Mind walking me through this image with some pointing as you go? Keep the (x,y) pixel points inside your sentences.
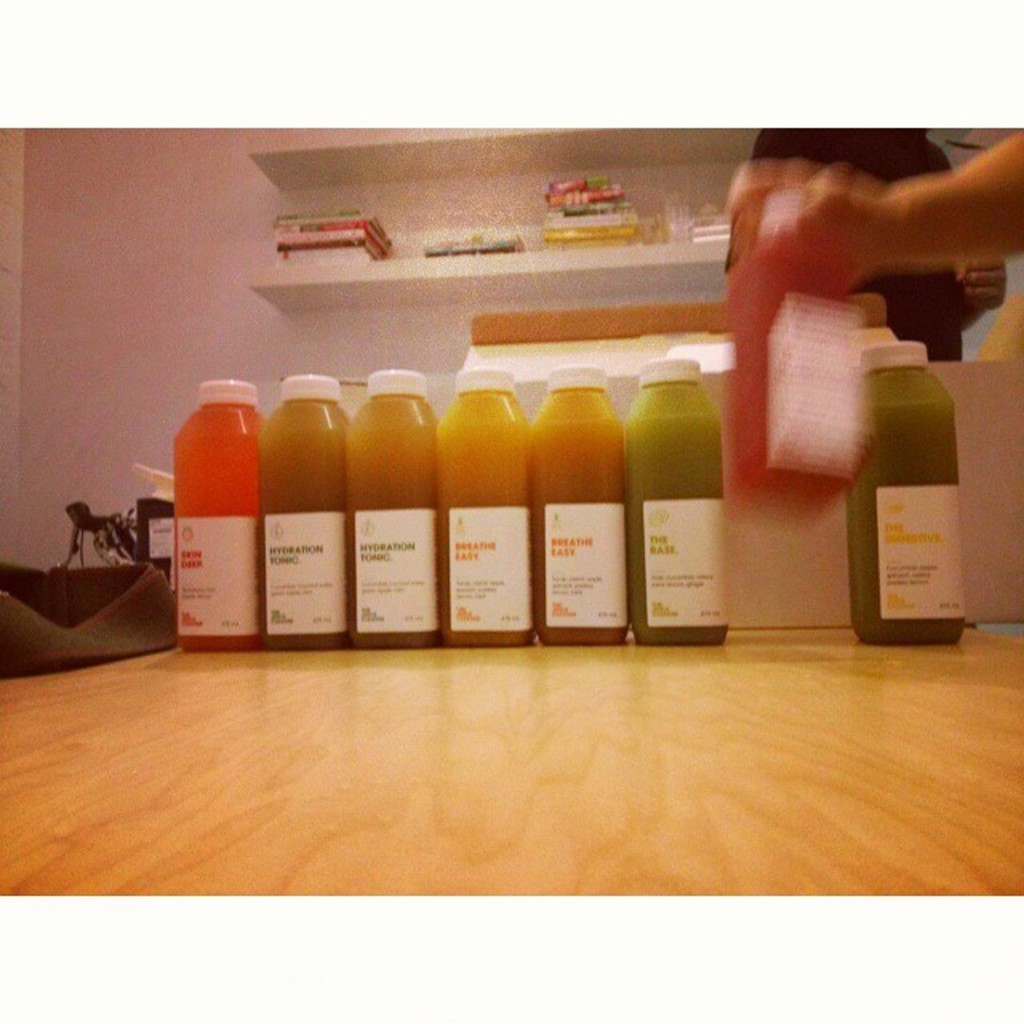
This image consists of bottles (898,597) in which there are juices (415,642). They are placed on a table (411,791) and a person hand (765,197) is visible on the right side (869,220) top corner. On the top (619,215) there are books (623,243) in bookshelves (623,250).
